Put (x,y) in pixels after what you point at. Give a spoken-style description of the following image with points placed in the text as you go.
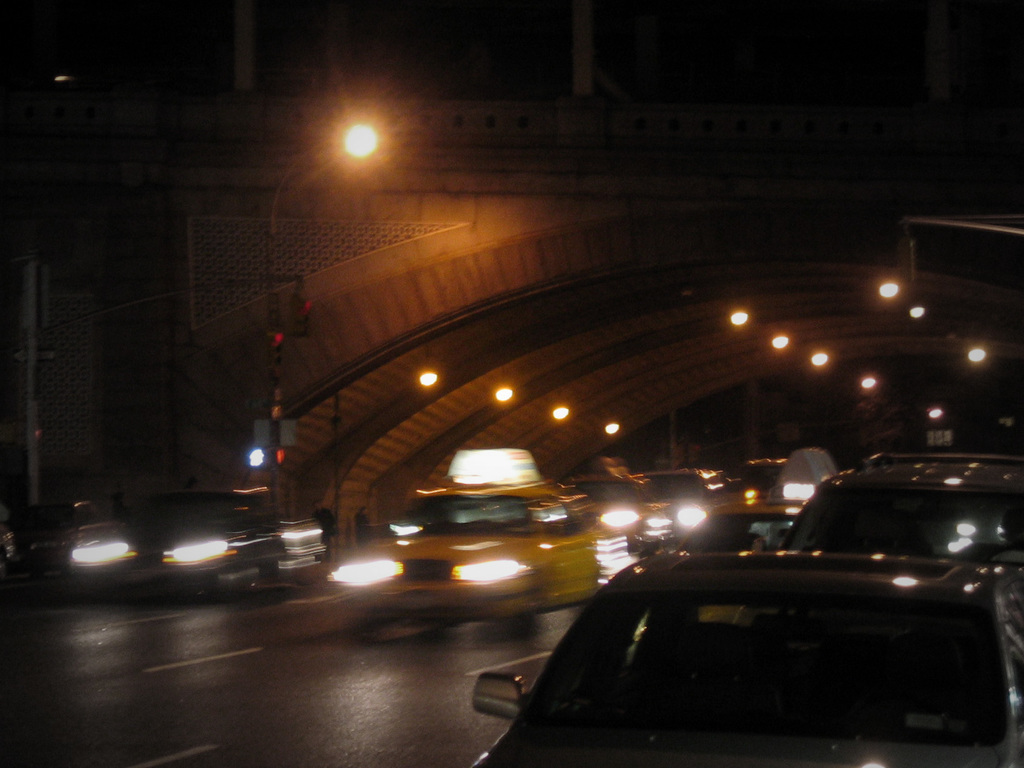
In this picture I can see there are some cars (514,541) moving on the road (251,648) and there is a bridge (337,324) and a pole (28,374) in the backdrop (363,339).
